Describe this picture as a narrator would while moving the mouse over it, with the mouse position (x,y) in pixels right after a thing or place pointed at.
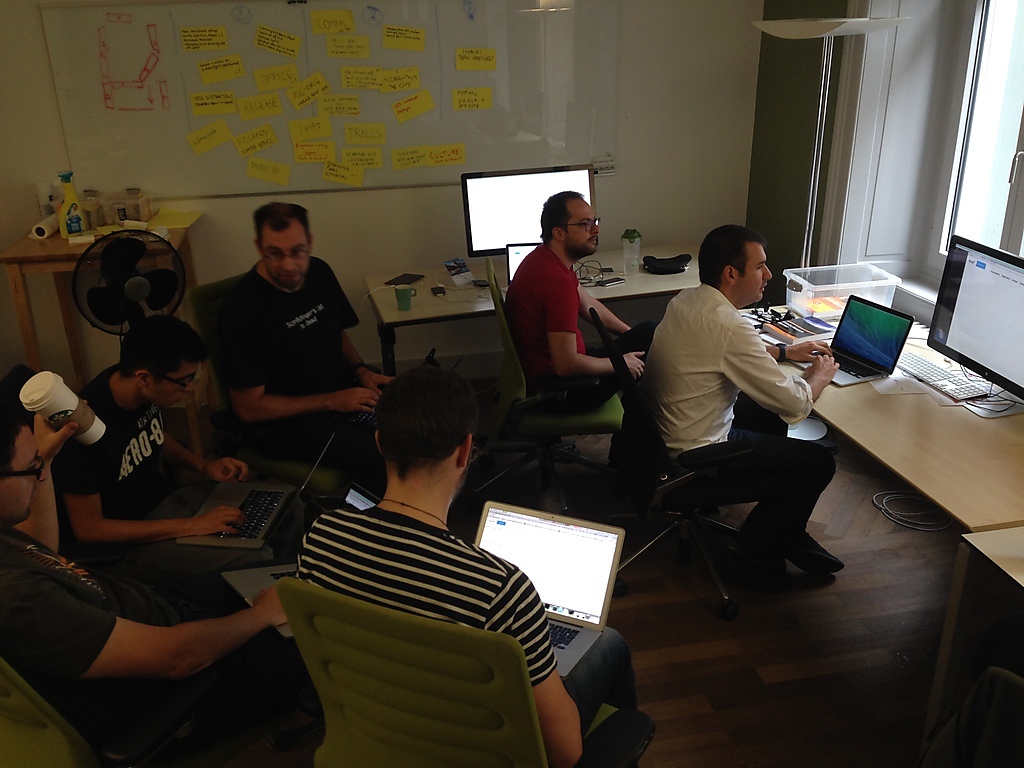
In this image on the right (705,387), there is a man (711,419), he wears a shirt (712,399), trouser (762,448), he is sitting on the chair (695,523). In the middle (437,486) there is a man (455,588), he wears a t shirt (486,610), trouser (595,702), he is sitting on the chair (537,728), he is using a laptop (557,605). On the left (158,591) there are three men (182,523), they are sitting. At the top (564,231) there is a man (550,304), he wears a red t shirt (533,350), trouser (577,392), he is sitting on the chair (535,417), behind him there is a table (598,263) on that there are cups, bags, monitor (524,237). In the background (586,128) there are bottles (65,217), rolls (54,226), poster (352,137), text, window (986,175) and wall (684,140).
